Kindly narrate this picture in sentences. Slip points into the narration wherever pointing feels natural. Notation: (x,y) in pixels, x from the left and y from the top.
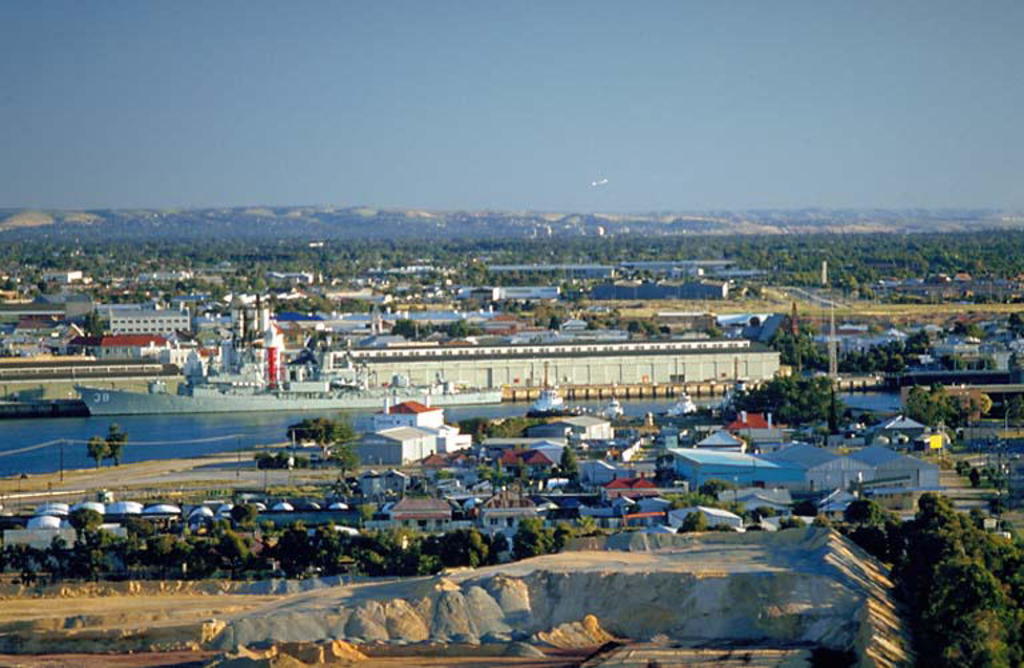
In the image I can see the view of a place (327,468) where we have some buildings (335,508), houses (565,516), trees (311,435), plants (270,575) and some mountains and hills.
